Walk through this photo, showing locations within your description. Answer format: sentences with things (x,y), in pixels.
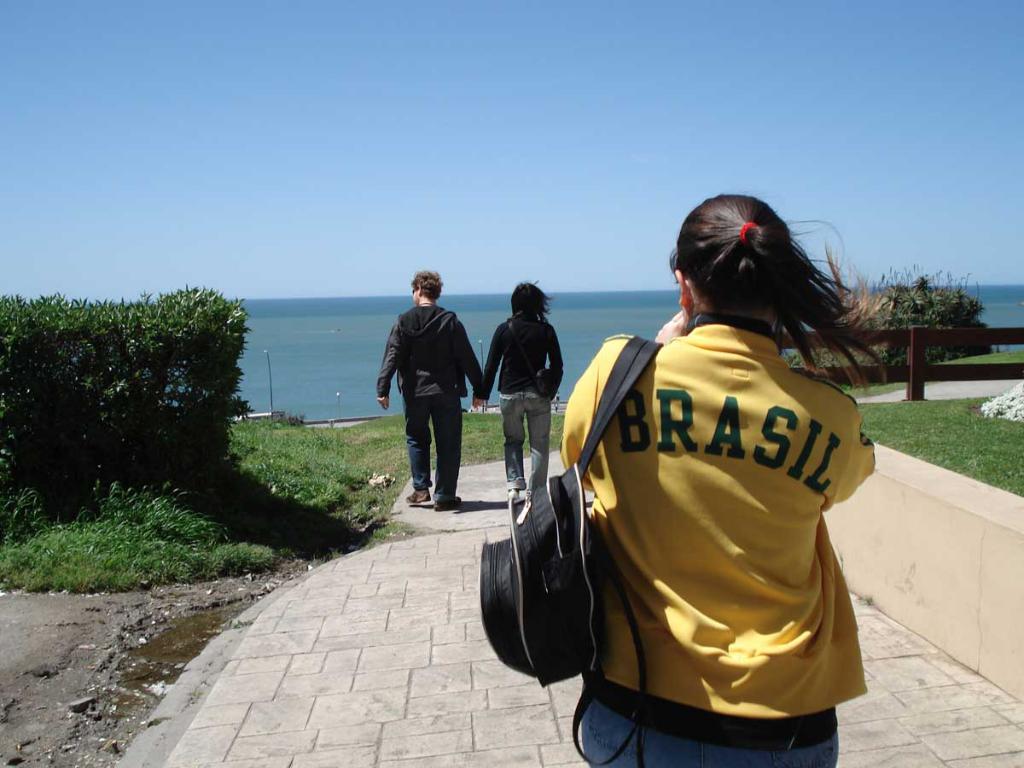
This image consists of three persons (673,426) walking. At the bottom (353,667), there is a path (388,588). To the left (160,414), there are plants (151,533). To the right (860,370), there is a railing (903,365). In the background (319,385), there is a sea (342,363).
